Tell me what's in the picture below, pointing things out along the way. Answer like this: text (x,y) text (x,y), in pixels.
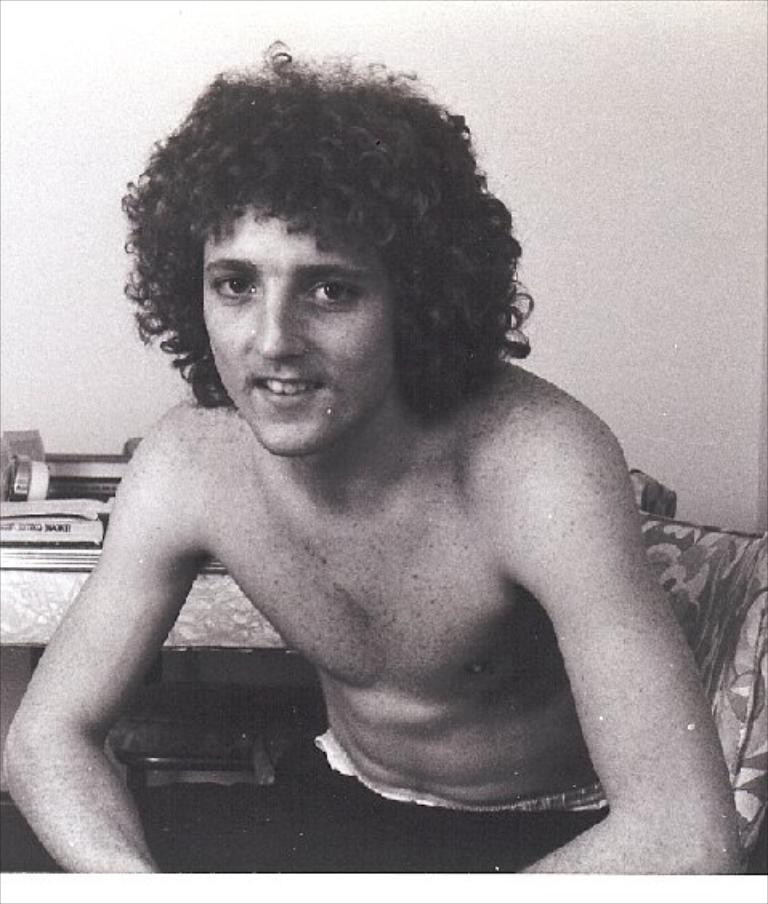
In this picture we can see a person (468,398) sitting on the chair (761,554). There are few objects (58,544) in the table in the background (40,544).
